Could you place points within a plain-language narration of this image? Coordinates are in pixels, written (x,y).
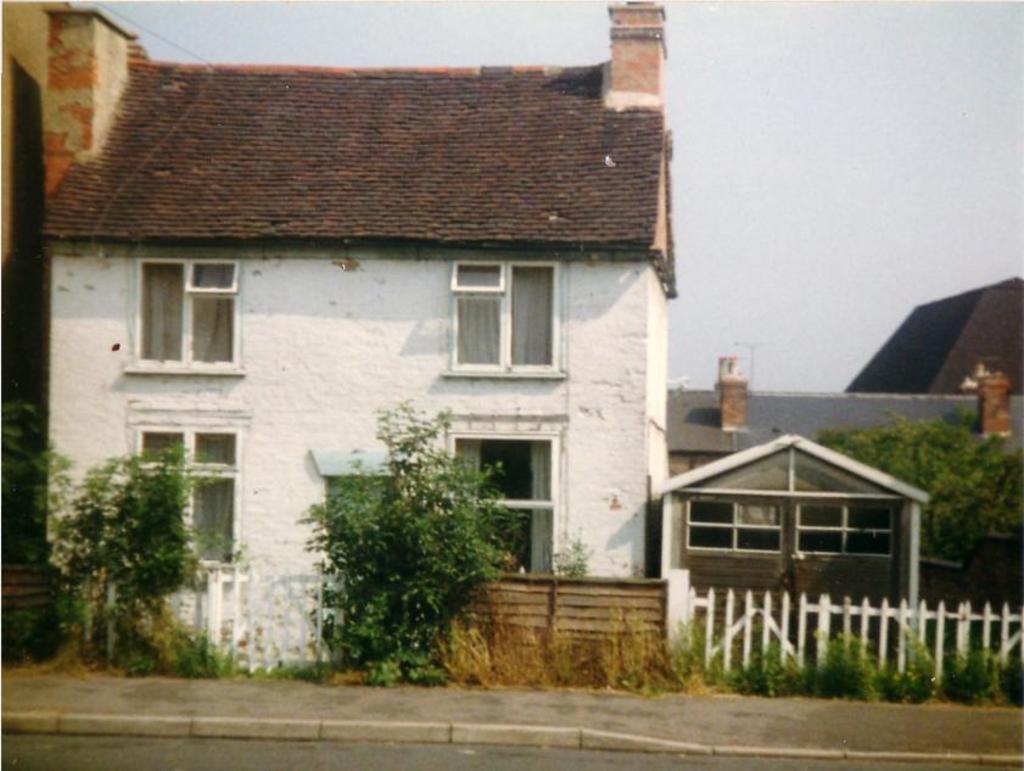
In this image we can see buildings (813,490) with windows (547,441) and roofs (532,192). In the foreground (630,639) we can see a fence (803,619), a group of trees (456,584). In the background (842,146) we can see the sky (826,216).
